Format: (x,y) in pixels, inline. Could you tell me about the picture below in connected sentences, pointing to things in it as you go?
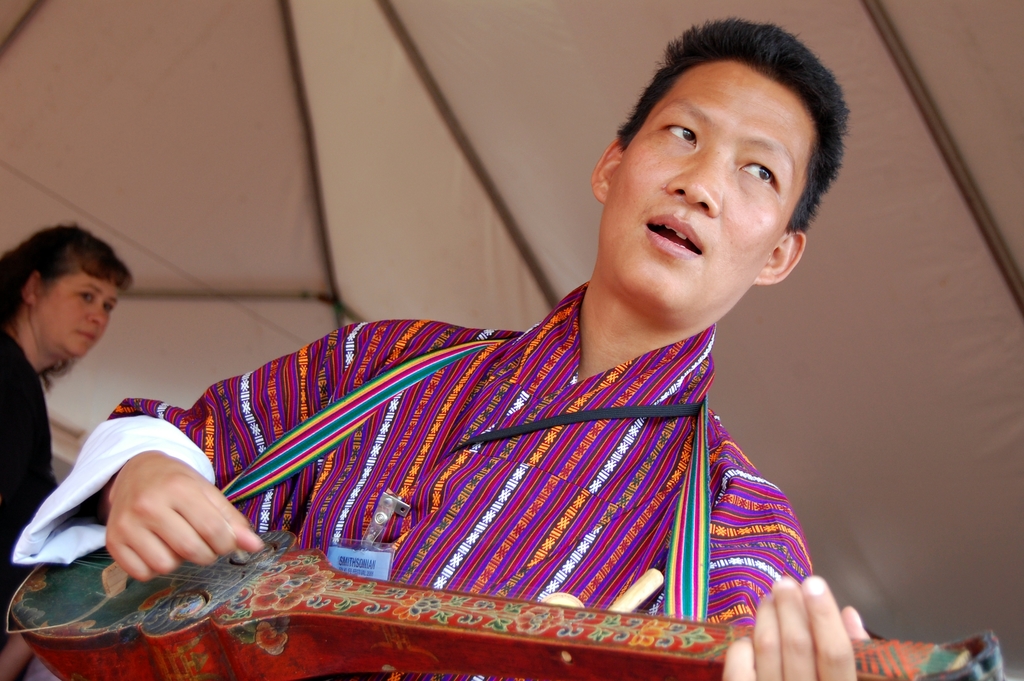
Here in this picture we can see a person (522,339) playing a musical instrument (427,591) present in his hand (194,551) and behind him also we can see another woman (107,317) standing over there and above them we can see a tent (79,418) present over there.
